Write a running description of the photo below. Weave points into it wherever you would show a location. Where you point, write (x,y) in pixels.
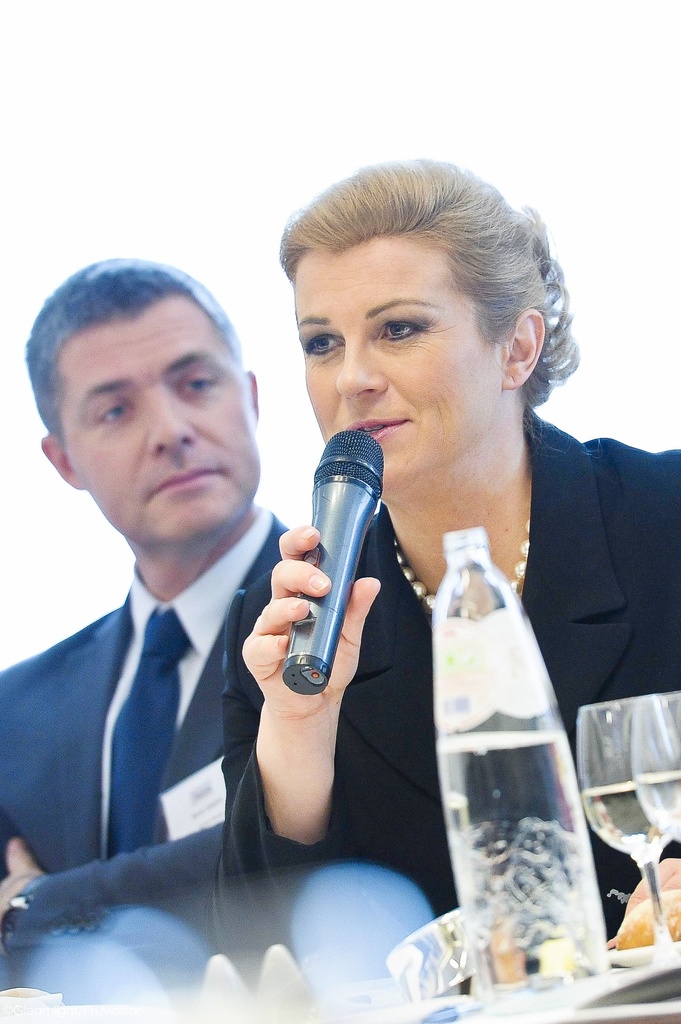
Here we can see a man (181,510) and a woman (597,552). She is talking on the mike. Here we can see a bottle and glasses (446,983). There is a white background (673,343).
